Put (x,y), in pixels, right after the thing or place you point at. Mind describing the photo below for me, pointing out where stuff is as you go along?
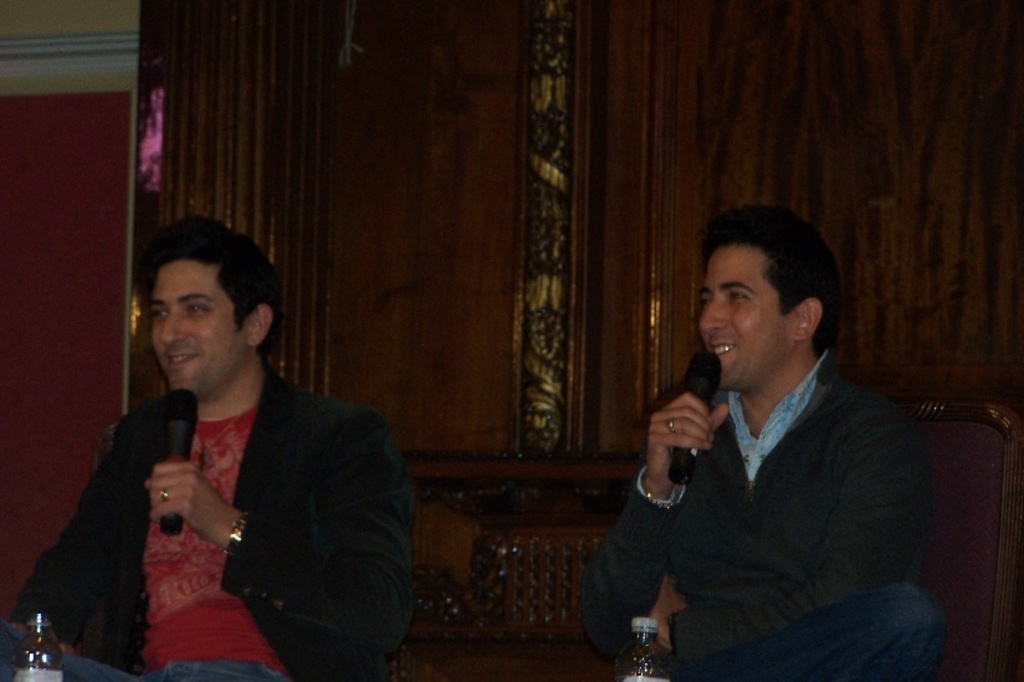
In the image we can see there are men (644,586) sitting on the chair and there is a man (674,438) holding mic (704,370) in his hand (660,477). There are water bottles (639,646) kept on the table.
